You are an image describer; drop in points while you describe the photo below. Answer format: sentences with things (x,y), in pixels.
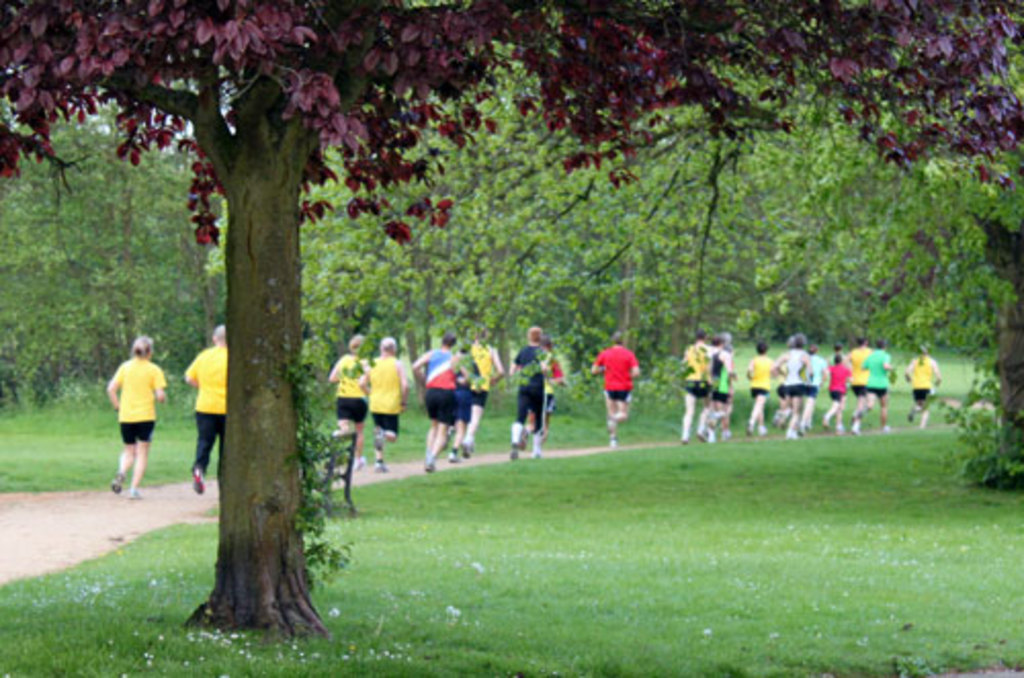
In this image I can see group of people (728,416) running and they are wearing multi color dresses (529,357). In the background (579,242) I can see few trees (569,259) in green color.
